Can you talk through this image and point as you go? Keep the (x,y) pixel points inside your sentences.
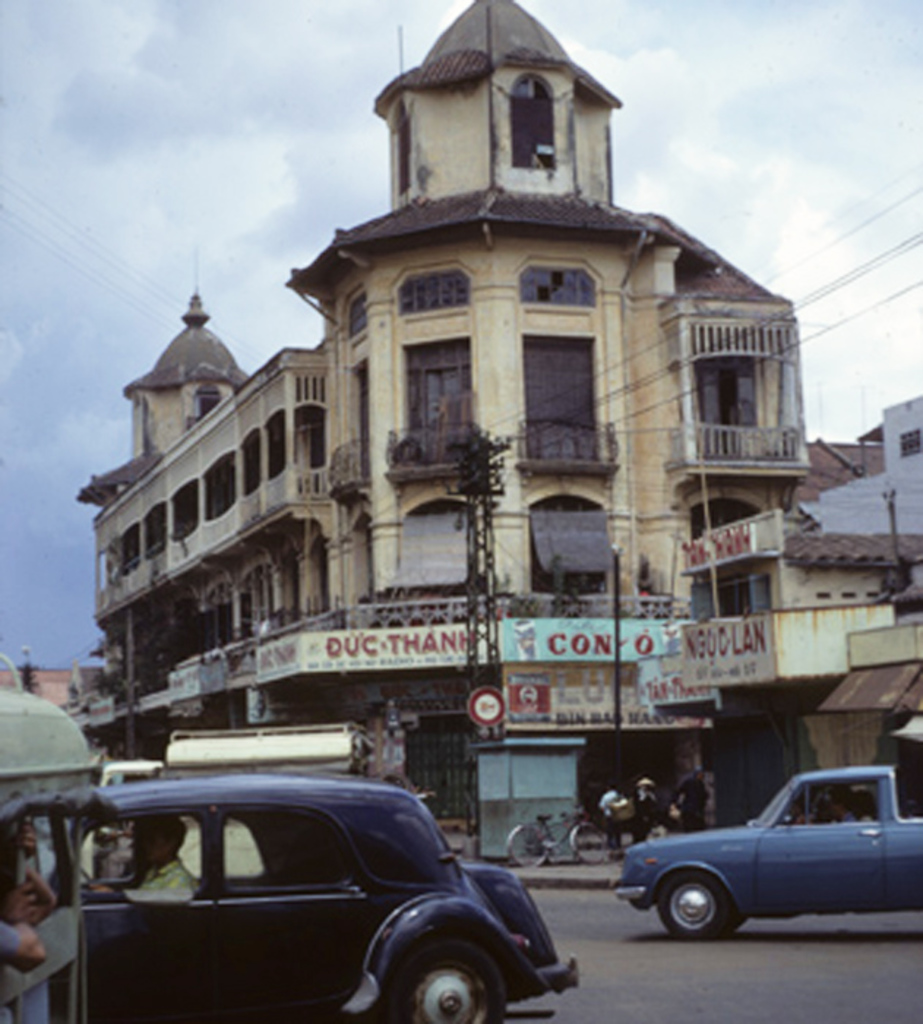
There is a road (620,1007). On the road (578,1018) there are many vehicles (227,844). In the back (679,714) there are buildings (581,553) with windows (226,486), pillars (516,456), balcony (600,452). Also there are name boards (603,681). In the background (306,101) there is sky (676,149) with clouds (676,149).
